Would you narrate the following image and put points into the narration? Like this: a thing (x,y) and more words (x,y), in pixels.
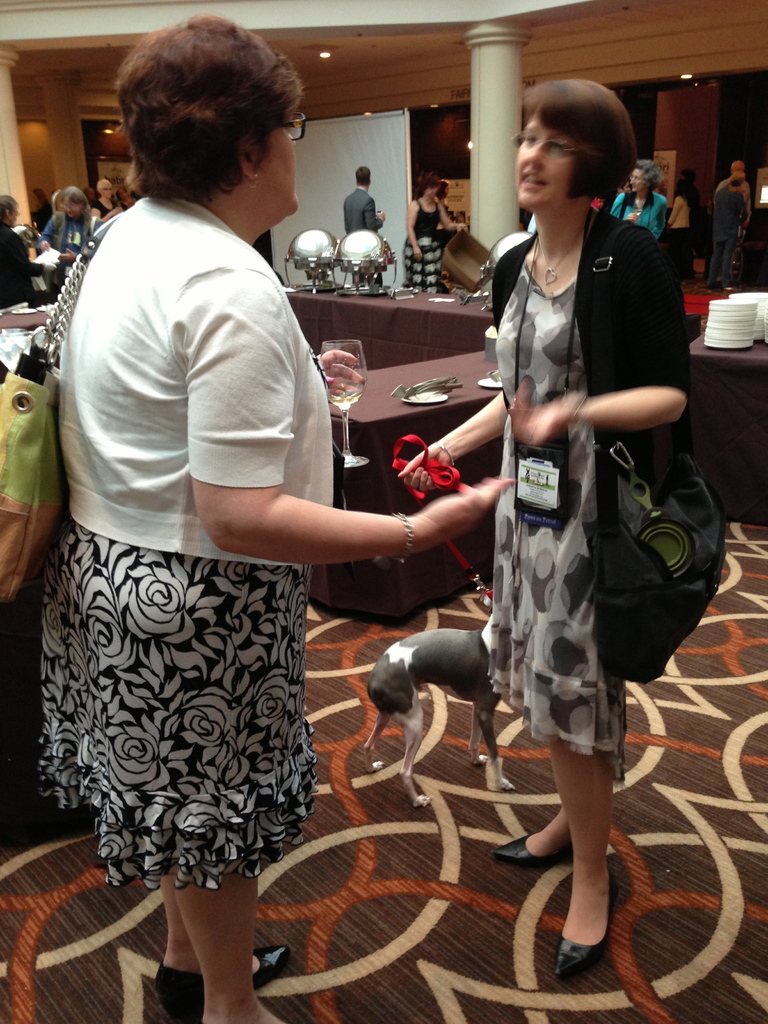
In this image, we can see persons (56,234) wearing clothes (124,206). There are tables (394,325) contains dishes (331,247) and plates (729,332). There is a dog (384,660) beside the table (363,588). There is pillar (479,162) and ceiling (412,69) at the top of the image (359,75).
